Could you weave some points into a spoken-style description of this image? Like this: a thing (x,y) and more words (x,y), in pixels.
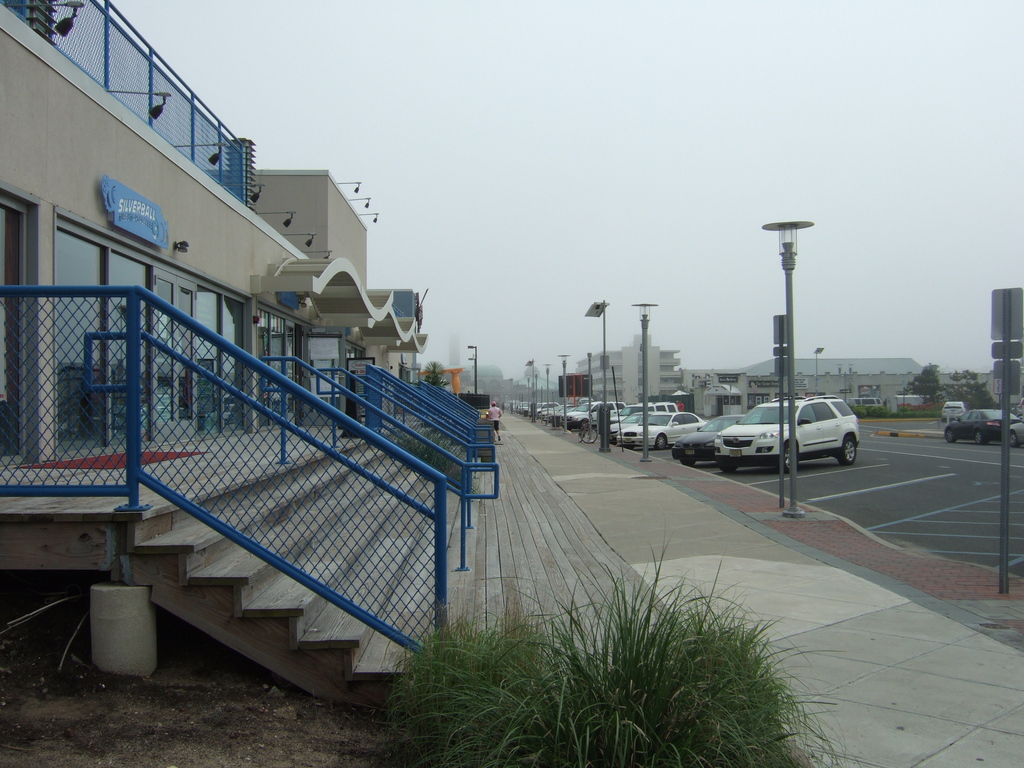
This picture is clicked outside. On the left (52,401) we can see the buildings (233,242), we can see the lights (224,142), deck rail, staircase (294,535), plants (530,659) and we can see the lights (789,251) attached to the poles (476,388). On the right (767,442) we can see the group of cars (768,460). In the background (951,133) there is a sky (540,262) and we can see the trees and buildings (759,375).
